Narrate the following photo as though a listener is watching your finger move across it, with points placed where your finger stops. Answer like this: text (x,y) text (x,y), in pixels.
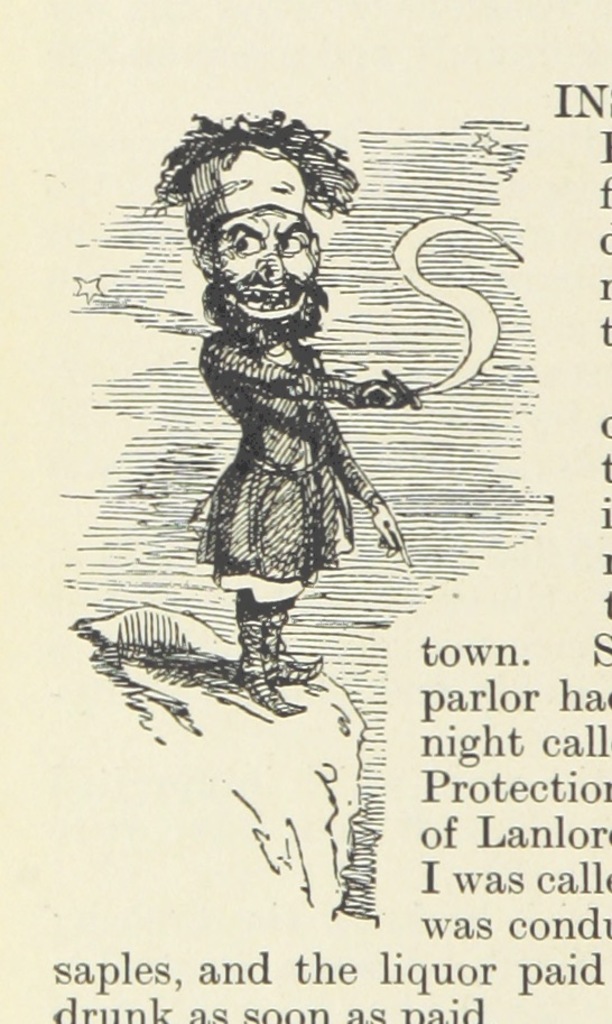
In the image it looks like a page (178,699), there is some animated image (273,511) and beside that there is some text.
